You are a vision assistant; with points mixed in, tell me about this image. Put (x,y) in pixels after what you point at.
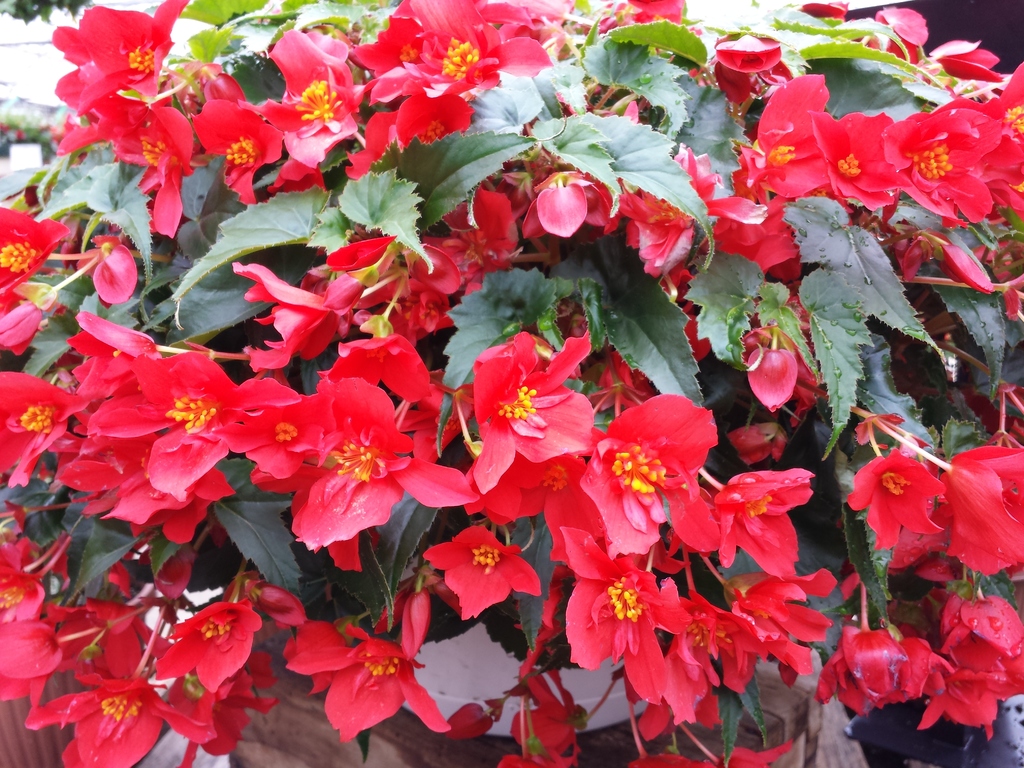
In this image we can see flowers (787,84) and leaves (302,380).
